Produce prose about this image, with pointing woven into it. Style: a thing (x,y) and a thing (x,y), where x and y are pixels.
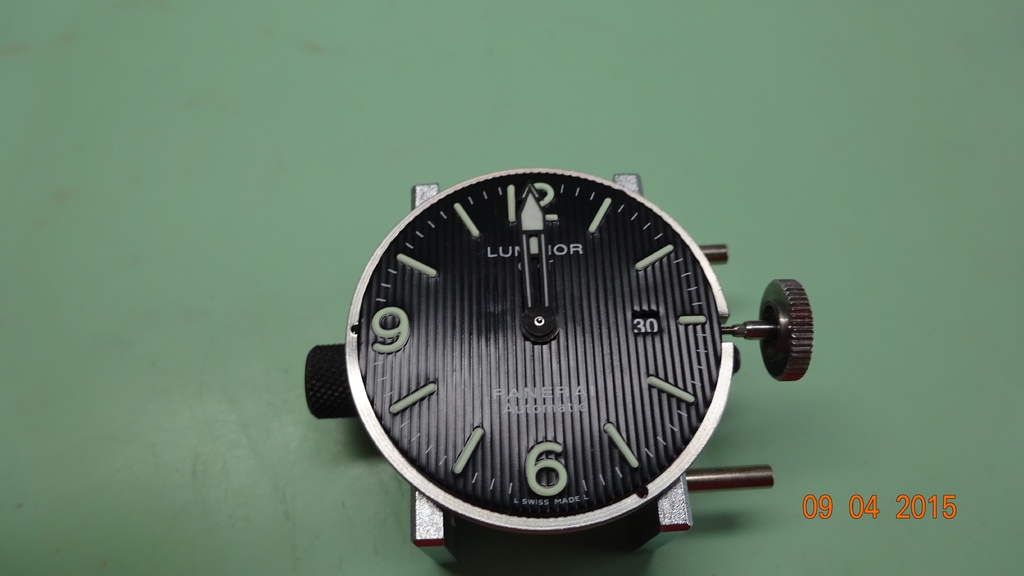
In this image we can see a clock's dial (537,344) on the surface (314,314).
